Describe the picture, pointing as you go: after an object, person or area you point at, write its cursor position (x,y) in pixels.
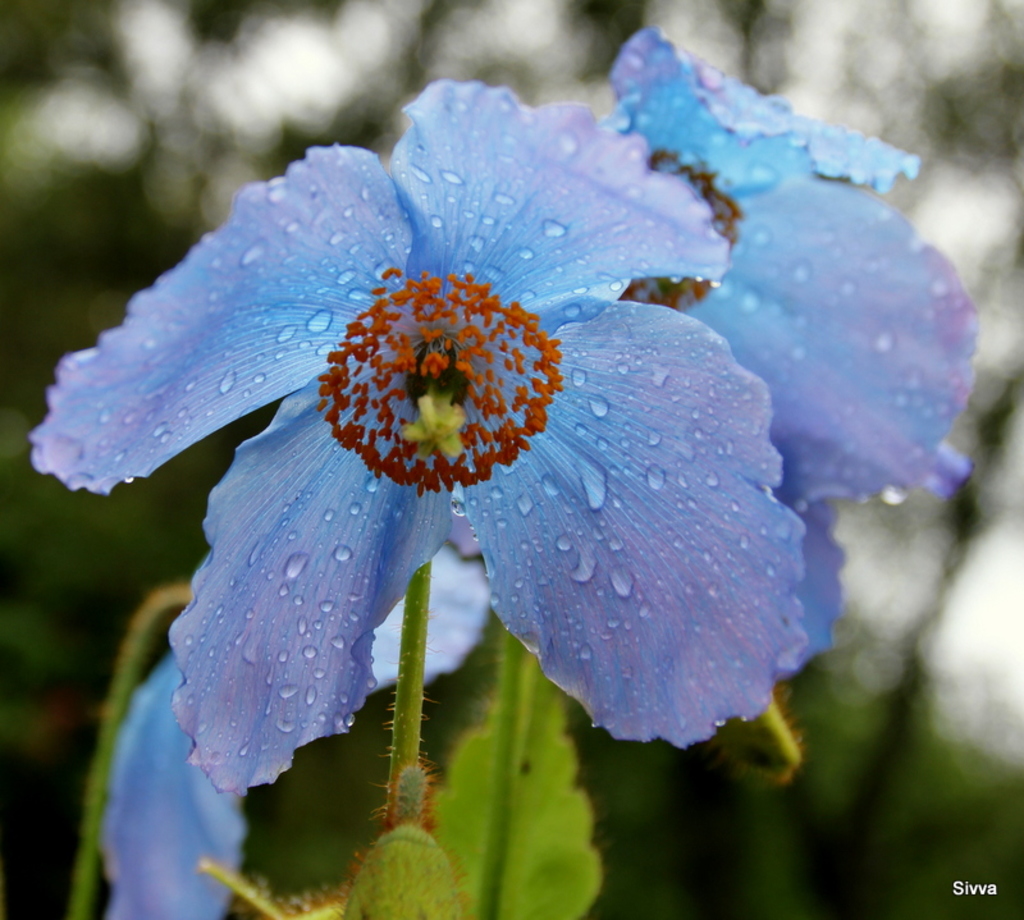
In the image there are two flowers (661,342) to the plants (363,878) and the background of the flowers (588,581) is blur.
